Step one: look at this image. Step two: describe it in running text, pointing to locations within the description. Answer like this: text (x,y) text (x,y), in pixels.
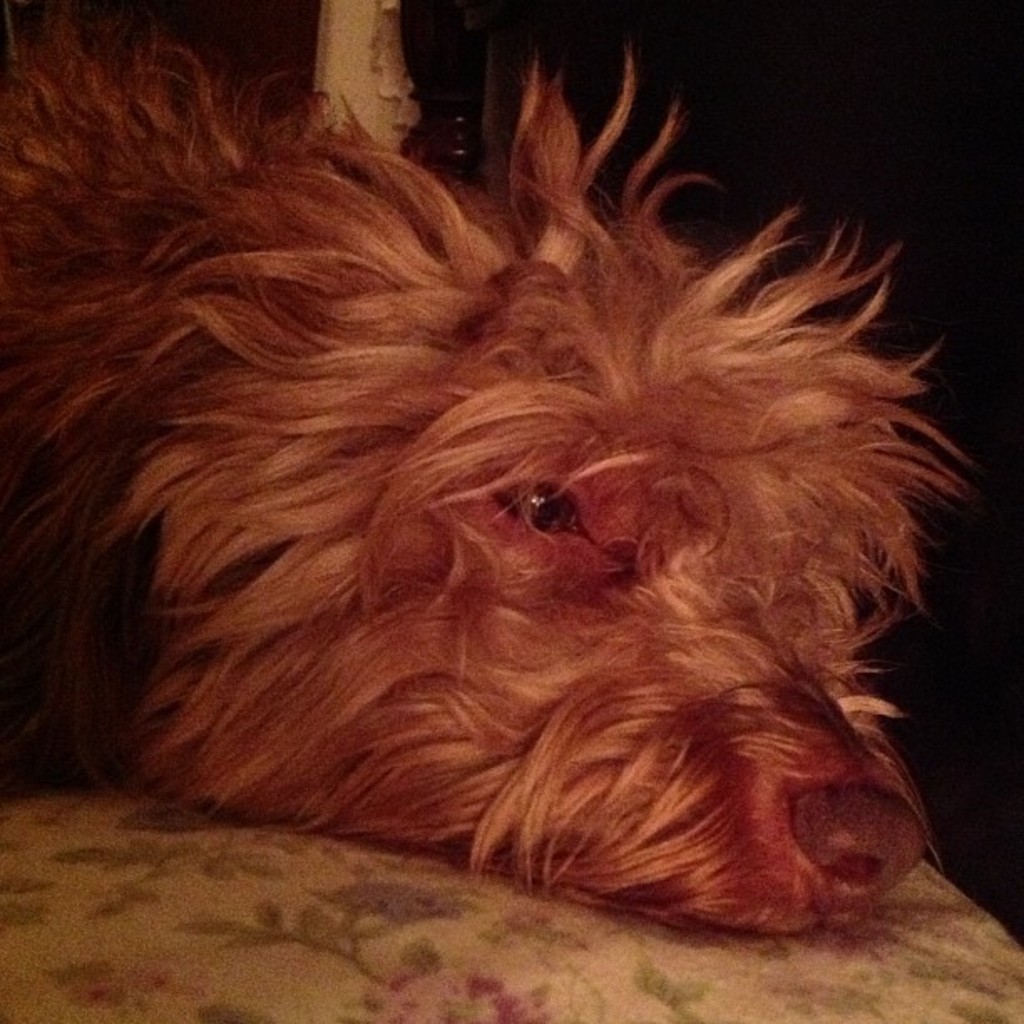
In the image we can see an animal (273,575), brown in color.
